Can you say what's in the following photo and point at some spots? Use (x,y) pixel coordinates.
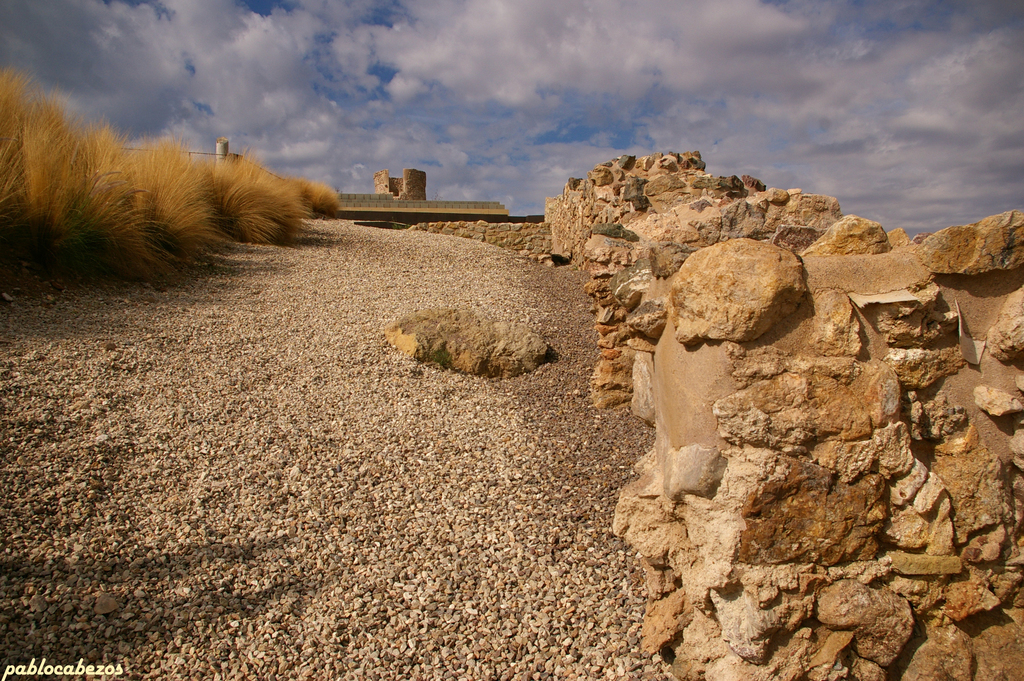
This image consists of a road (420,386). On the right (855,358), there are rocks (666,276). On the left (254,186), we can see dried plants (151,196). At the top (426,139), there are clouds (345,114) in the sky (265,112).
